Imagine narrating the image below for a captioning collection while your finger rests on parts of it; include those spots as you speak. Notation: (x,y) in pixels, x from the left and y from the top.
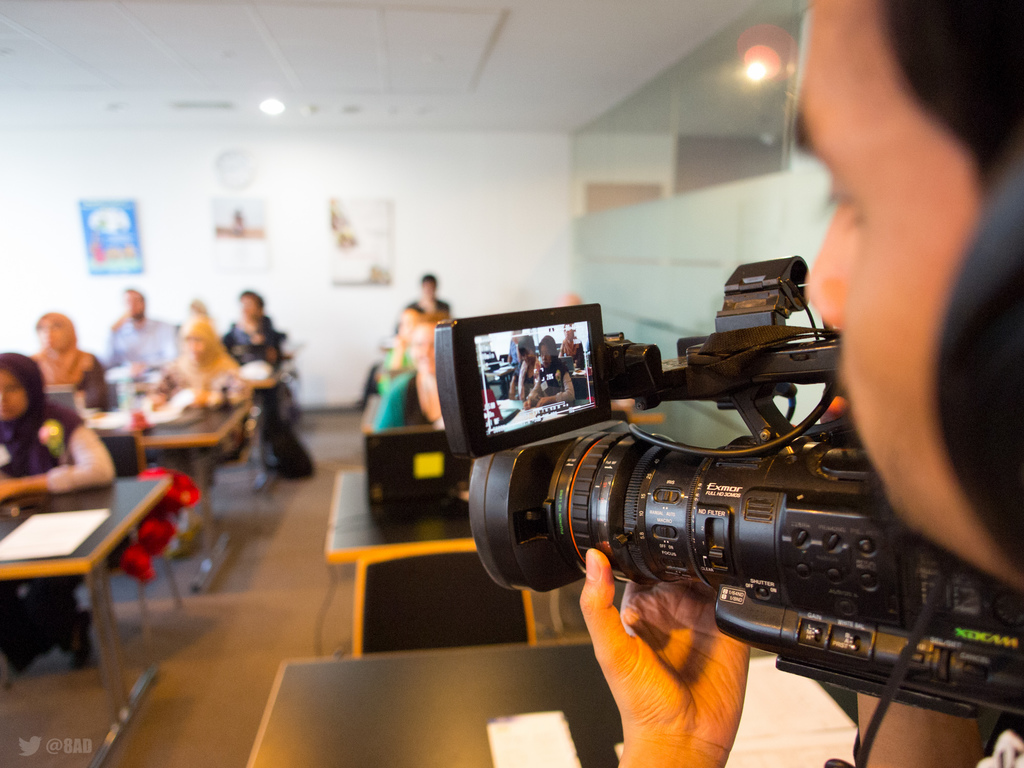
Right side of the image (801,463) there is a person (722,641) holding a camera (827,580) in his hand (736,661). Left side (290,736) there are few chairs (445,609) and tables (67,566). Few persons (8,481) are sitting on the chairs (404,571). There are few papers (58,537) on the table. Few posters (345,230) are attached to the wall (329,229). Few lights (753,62) are attached to the roof (408,61). Middle of the image (418,482) there is a laptop (417,497) on the table (416,539).
